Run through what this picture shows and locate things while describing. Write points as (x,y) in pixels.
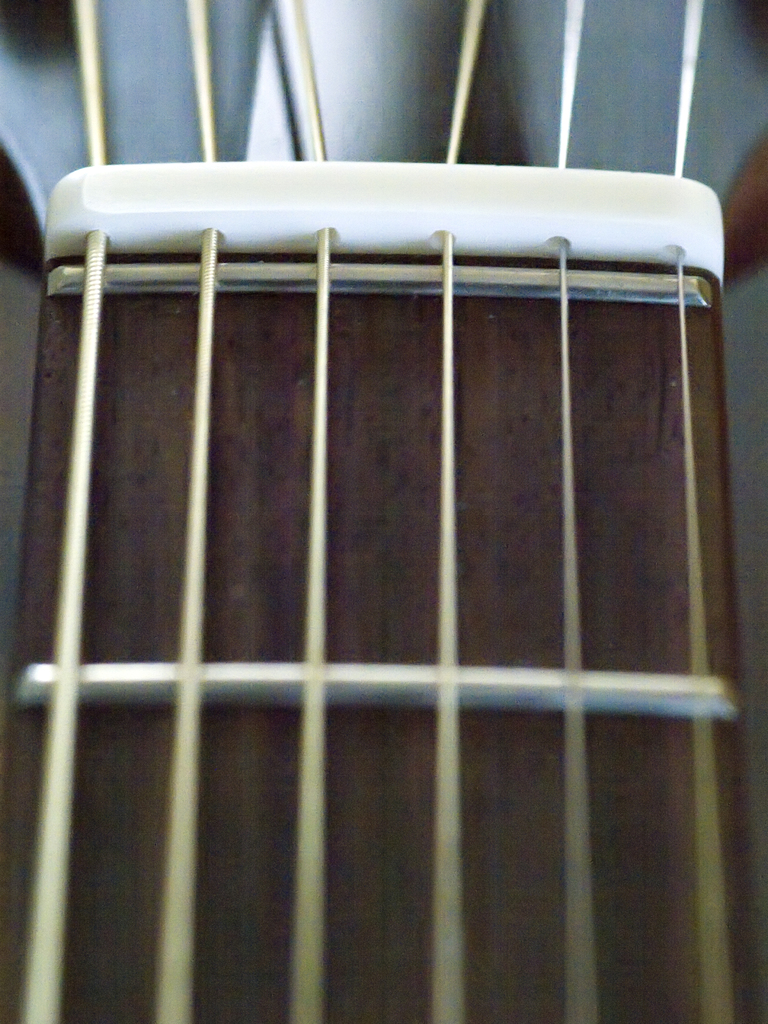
There are so many strings (319,490) on a guitar (545,924).
